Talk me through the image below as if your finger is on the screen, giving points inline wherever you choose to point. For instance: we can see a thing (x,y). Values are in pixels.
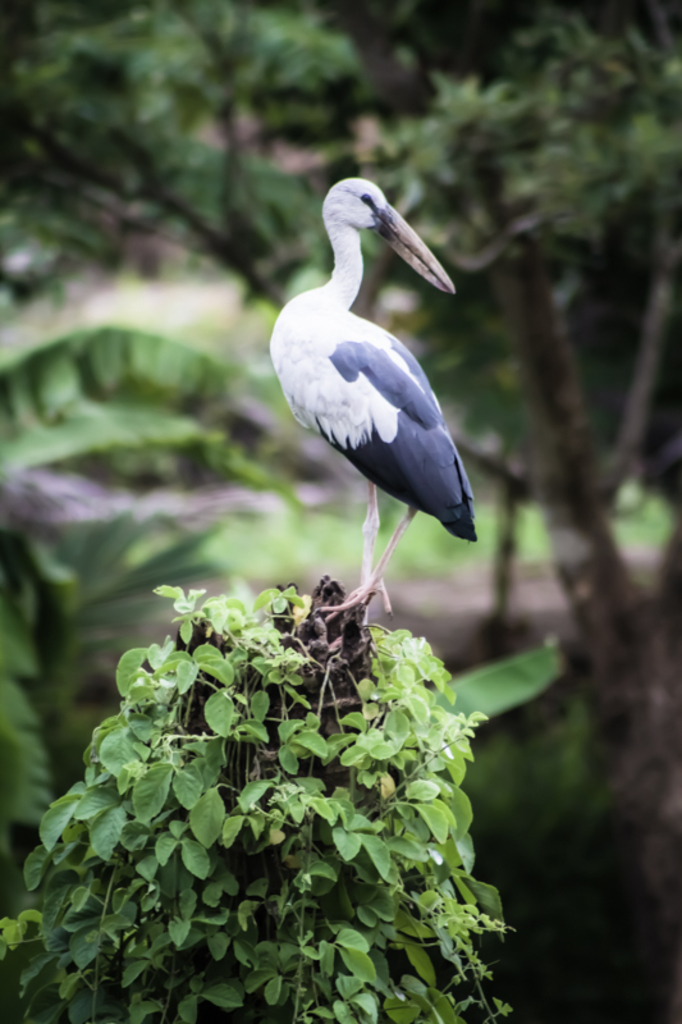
In this image there is a bird (313,335) standing in a bush (256,767) with leaves (234,836), behind the bird (304,344) there are trees (15,746).
